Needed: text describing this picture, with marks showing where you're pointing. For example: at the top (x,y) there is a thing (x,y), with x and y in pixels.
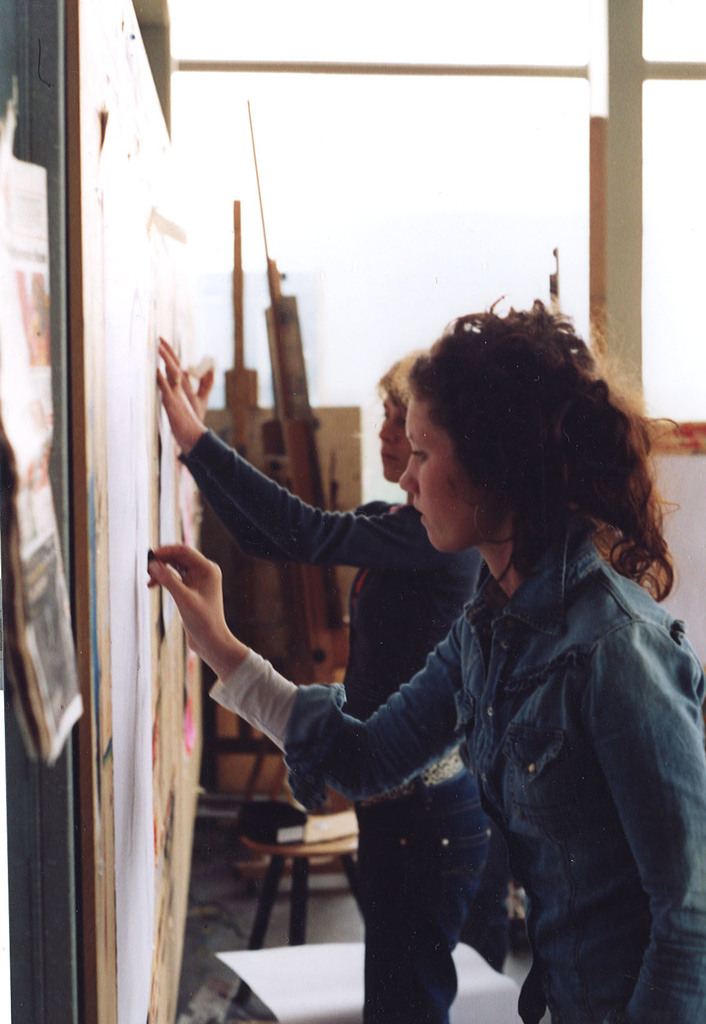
In the center of the image (460,357) we can see two ladies (451,421). To the left side of the image (147,447) there is a wall (100,730) with posters (137,176). In the background of the image (437,288) there is glass (328,83). There are other objects (293,598).
